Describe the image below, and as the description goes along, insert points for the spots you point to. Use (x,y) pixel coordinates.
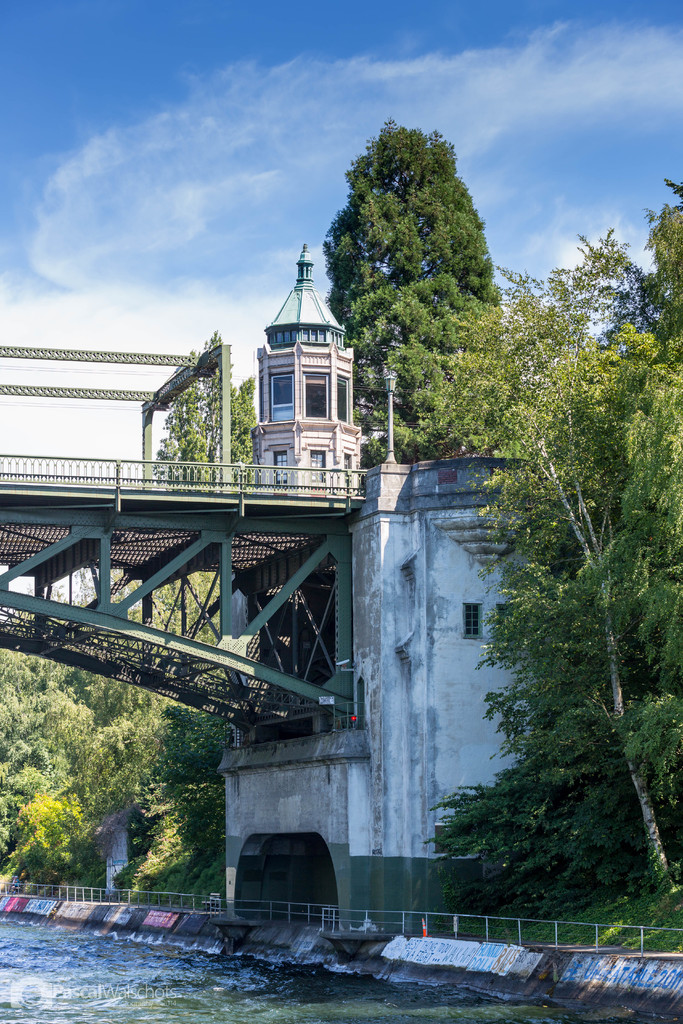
At the bottom of the picture (25,958) there is a water body (229,962). In the center of the picture (387,490) there are trees (122,727), bridge (263,667) and a construction (373,569). Sky (221,120) is sunny.
